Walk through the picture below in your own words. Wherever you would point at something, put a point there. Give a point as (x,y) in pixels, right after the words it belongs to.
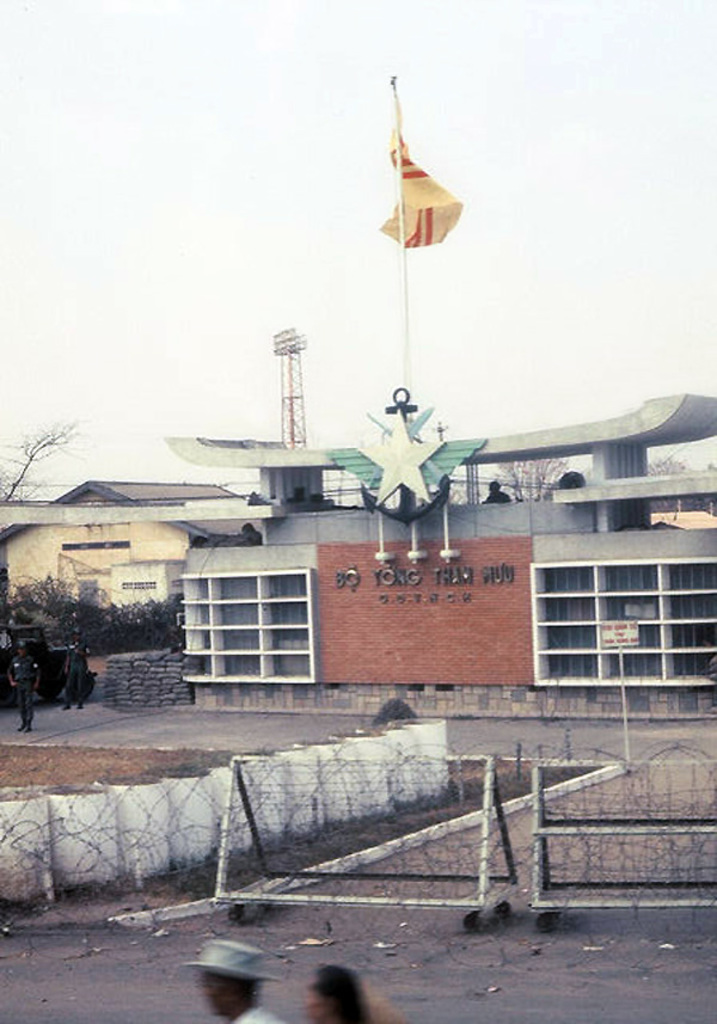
In this image, I can see the buildings (157,553), trees (166,625) and fence (550,834). On the left side of the image (52,679), there is a vehicle (52,670) and two persons (21,687) standing. At the bottom of the image (332,1013), I can see the heads (233,986) of two persons (350,1002). There is a flag (415,220) hanging to a pole (405,386), which is on the top of a building (368,596). In the background (298,257), there is the sky (322,208).
